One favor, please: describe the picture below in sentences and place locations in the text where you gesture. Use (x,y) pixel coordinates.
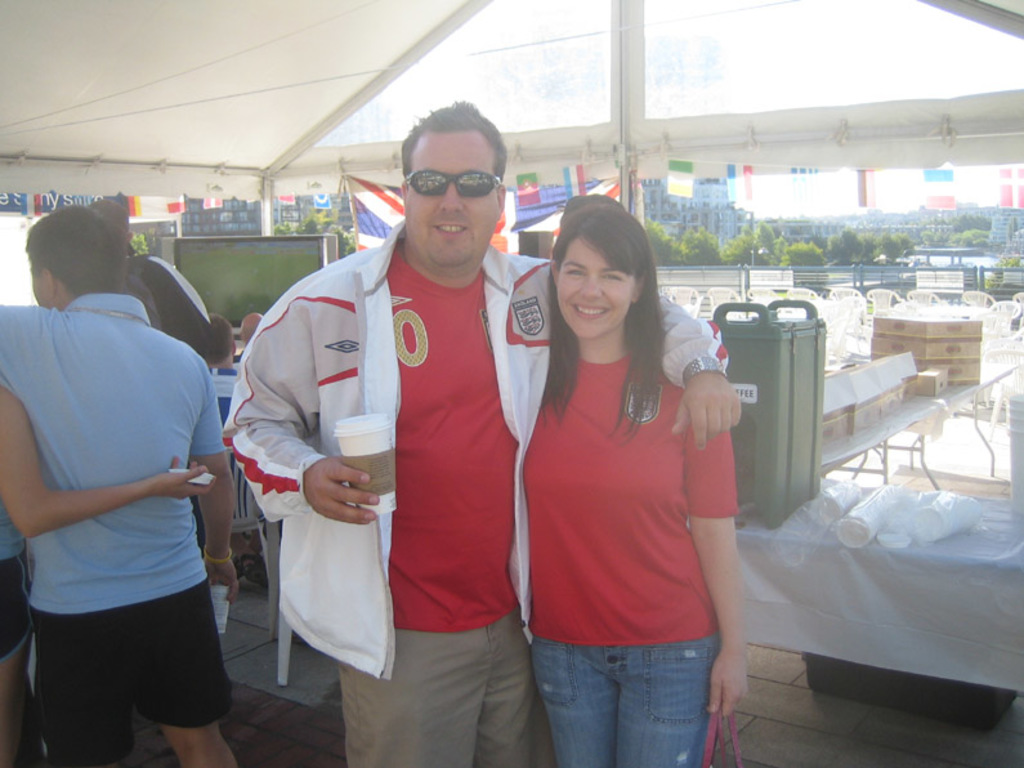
In this image there is a man (501,448) and a woman (532,495) standing with a smile on their face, the man (501,535) is holding a cup (355,454), the woman (565,538) is holding a bag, beside them there is a couple (70,450) standing, behind them there are a few objects (892,539) on the tables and there are a few people (227,363) seated in chairs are watching television (280,288) under a tent (362,6), in the background of the image (520,206) there are empty chairs (833,300), trees (715,255), flags (686,189) and buildings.
